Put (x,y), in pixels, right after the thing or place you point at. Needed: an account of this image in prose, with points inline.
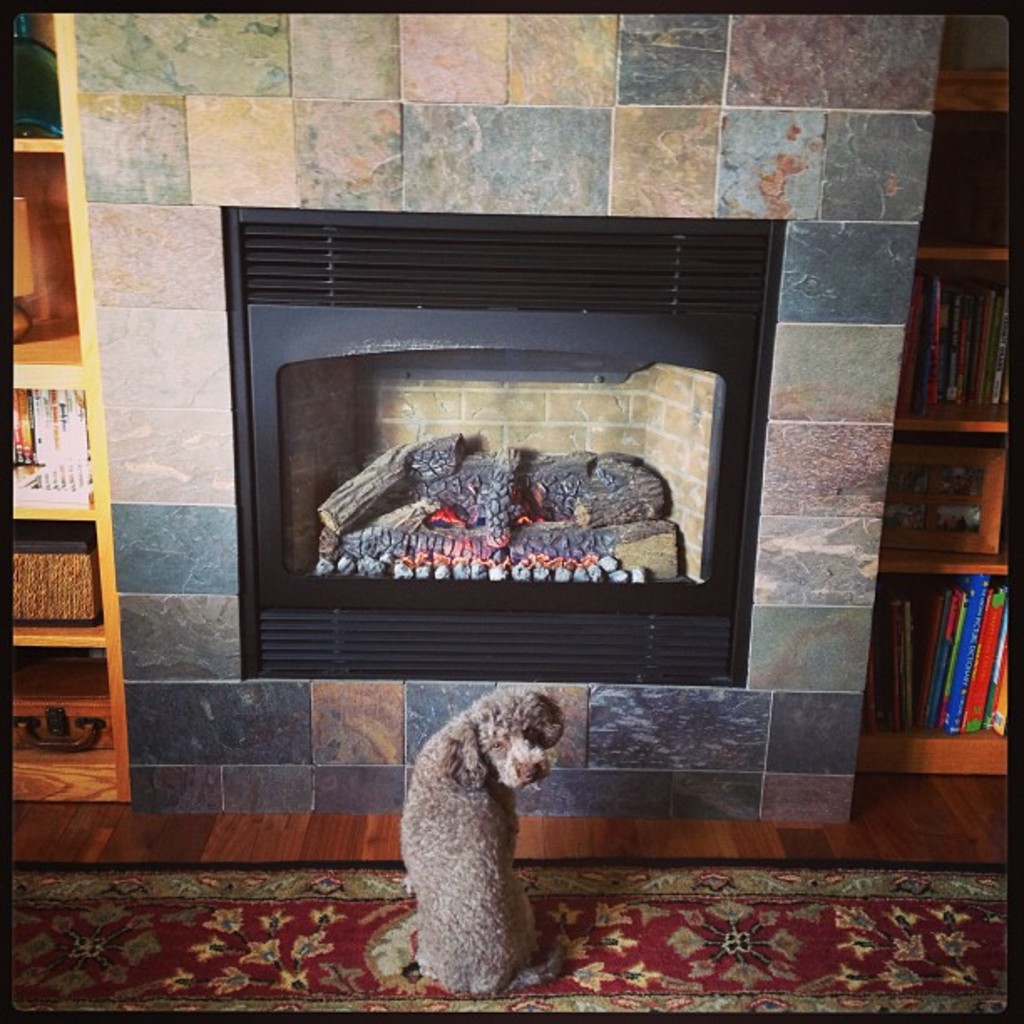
At the bottom of the picture (481,886), we see a dog (428,928) is on the carpet (571,917). In the middle of the picture (669,546), we see the fireplace (575,476). Beside that, we see a wall (813,598) which is made up of the tiles (901,257). On the right side (953,440), we see a rack (905,444) in which books (921,306) are placed. On the left side (29,362), we see a rack (29,362) in which books (37,441) and some other objects (93,746) are placed.
